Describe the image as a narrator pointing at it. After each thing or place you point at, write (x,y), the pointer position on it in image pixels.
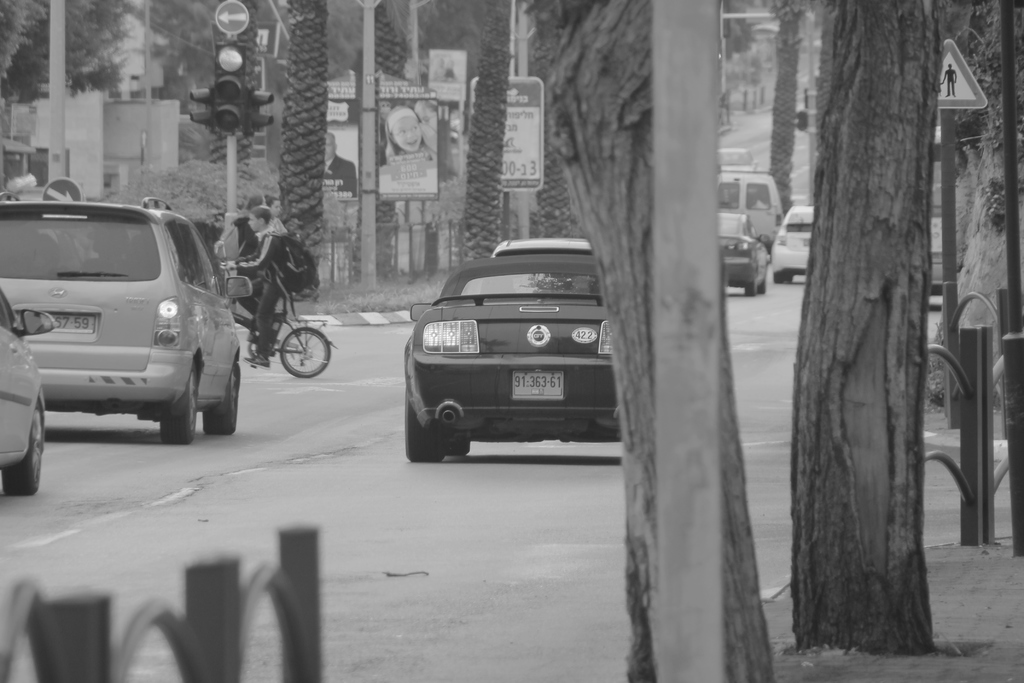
This is a black and white picture where there are vehicles (431,460) on the road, trees (547,163), boards (340,106) and signal lights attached to the poles (62,42).
